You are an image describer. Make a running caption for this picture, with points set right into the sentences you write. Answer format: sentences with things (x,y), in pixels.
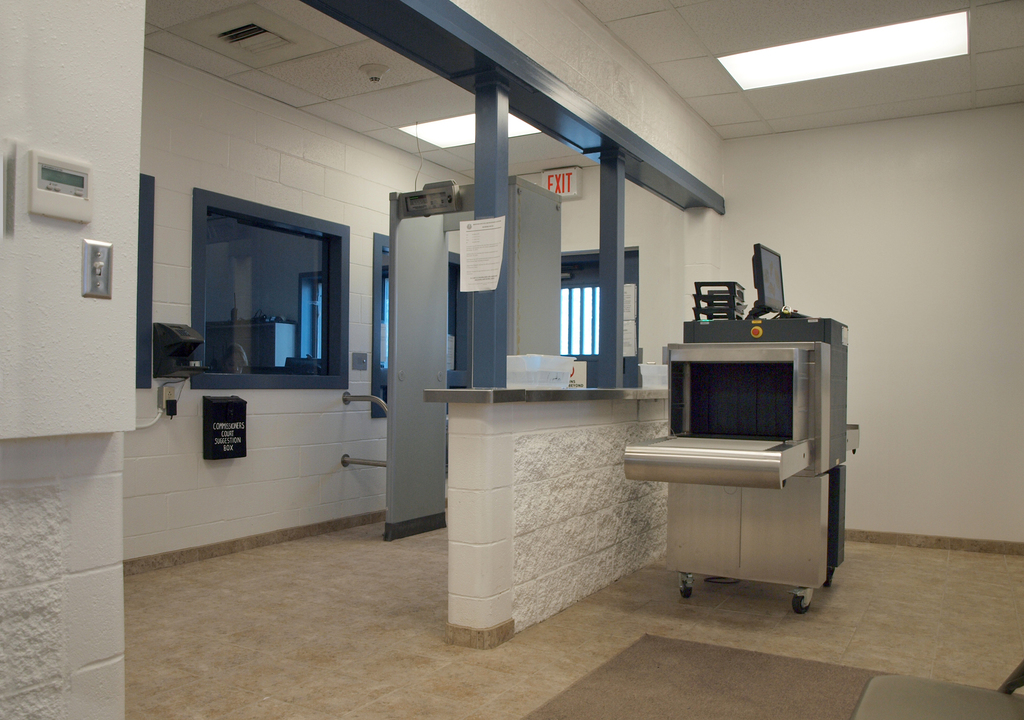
In the given image i can see a electronic gadgets (684,357), window (276,363) and some other objects (600,397).
